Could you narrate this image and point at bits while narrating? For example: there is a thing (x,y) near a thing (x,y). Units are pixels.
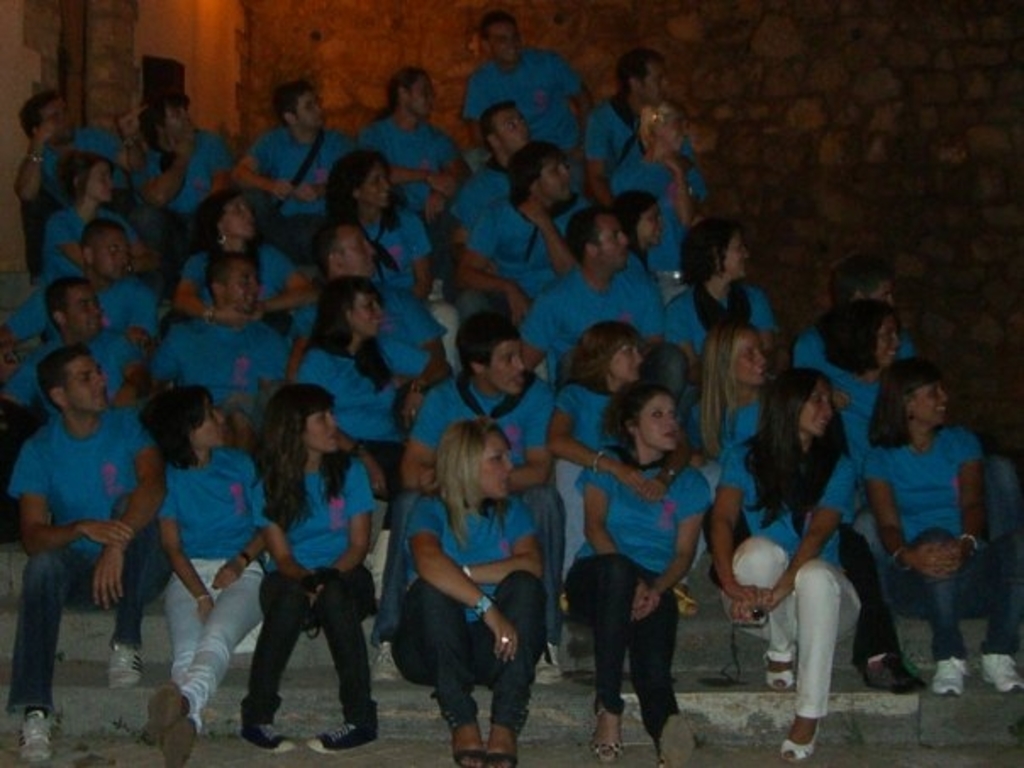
There are group of people (789,380) sitting on the stairs (701,643). They wore blue T-shirts (388,396). This is the wall (910,117).
